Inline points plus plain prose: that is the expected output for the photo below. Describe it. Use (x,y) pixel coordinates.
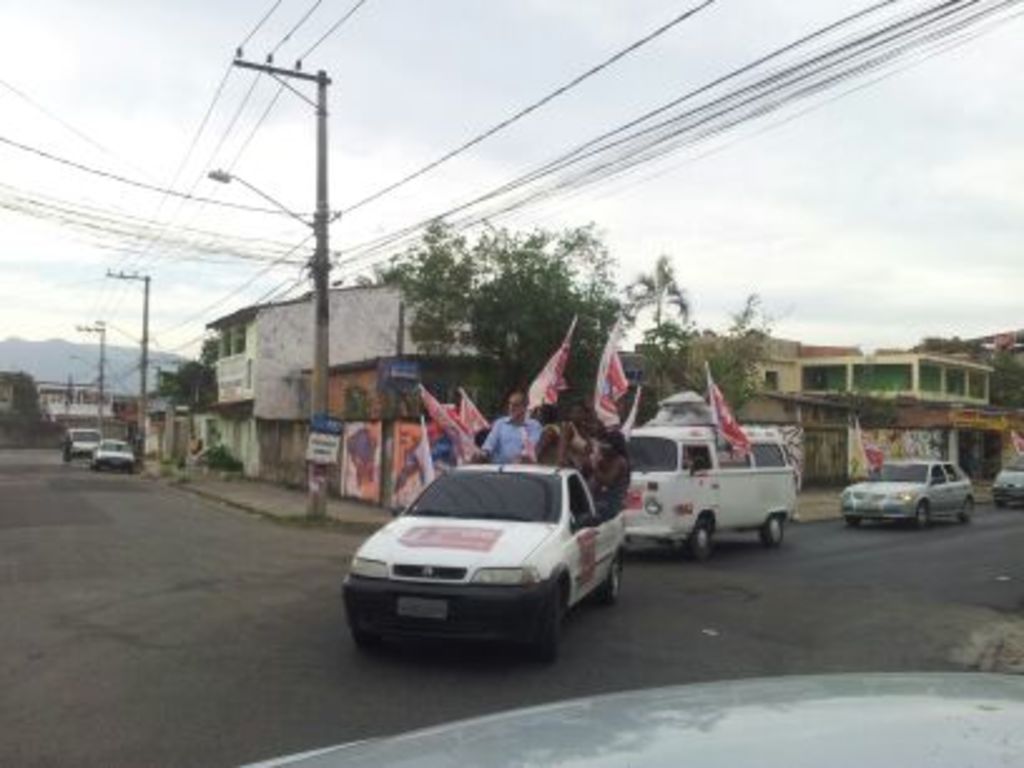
In the image I can see a car (427,580) in which there are some people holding some flags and around there are some other people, houses (406,353) and some poles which has some wires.
